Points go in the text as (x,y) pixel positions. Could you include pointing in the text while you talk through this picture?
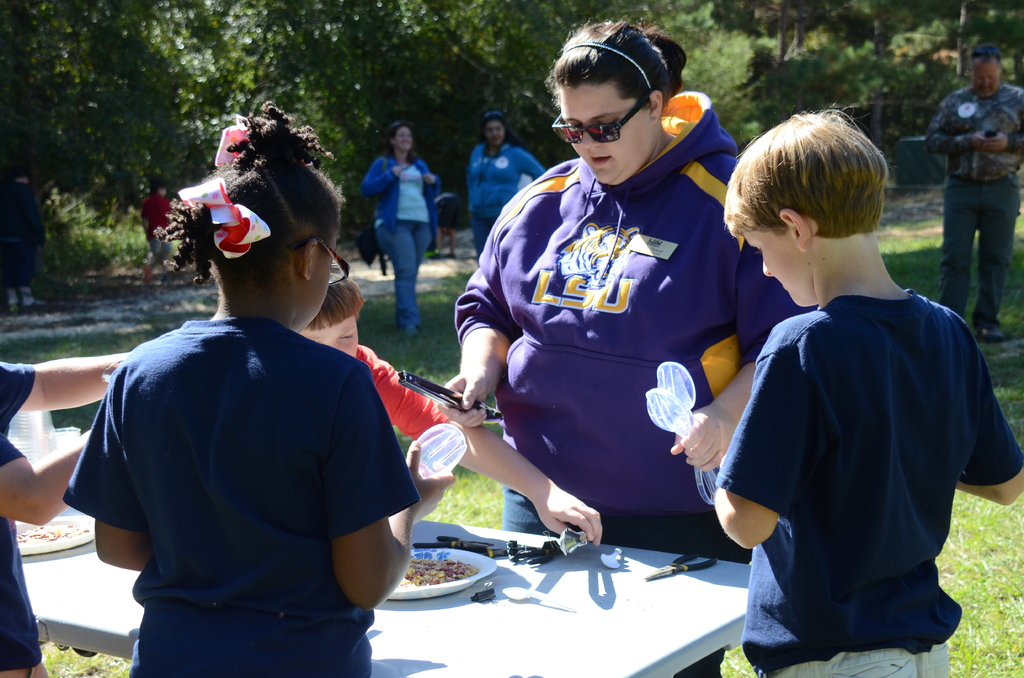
There is a woman (645,349) and four kids (187,523) standing at the table (73,615) and the woman (654,486) is holding an object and two spoons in her hands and on the table (421,642) we can see plates (455,583) and some other objects (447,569). In the background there are few persons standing on the ground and trees (84,152).
